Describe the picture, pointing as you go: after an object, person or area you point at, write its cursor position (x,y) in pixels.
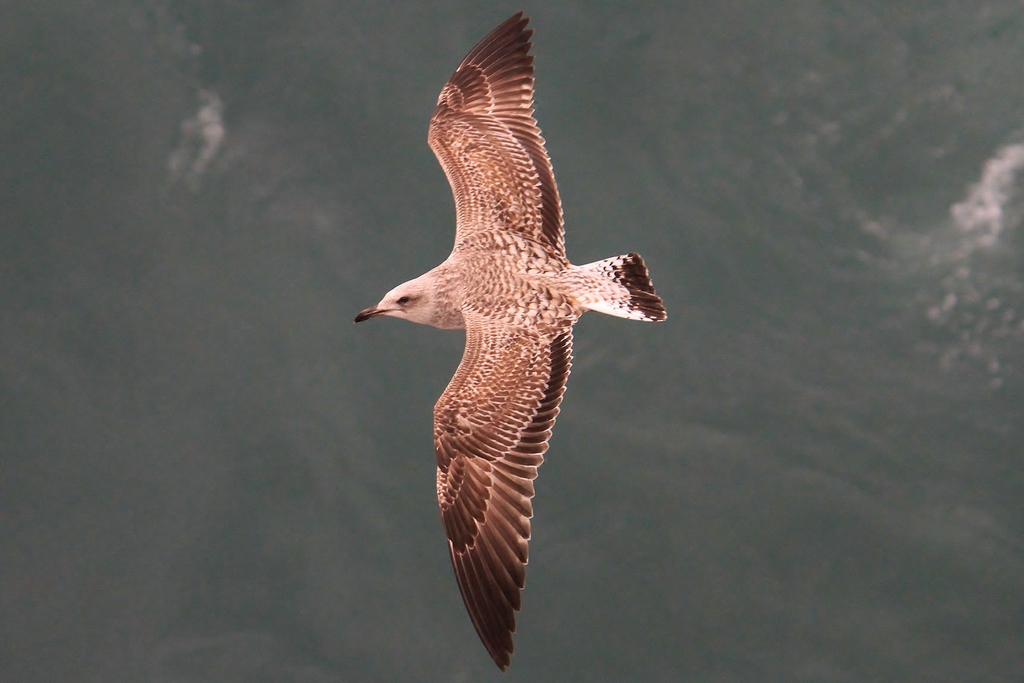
In this picture we can see a bird (502,547) flying in the sky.
